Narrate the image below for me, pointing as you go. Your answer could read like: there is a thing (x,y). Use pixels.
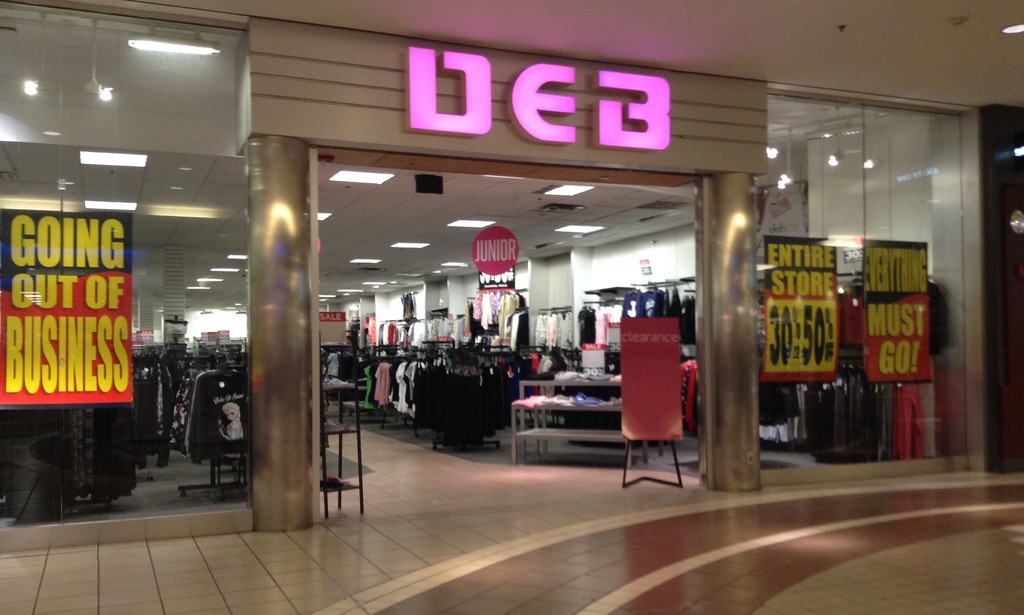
It is an entrance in the middle of an image (528,359) and it looks like a store (688,350), there are clothes (544,374) in it.
